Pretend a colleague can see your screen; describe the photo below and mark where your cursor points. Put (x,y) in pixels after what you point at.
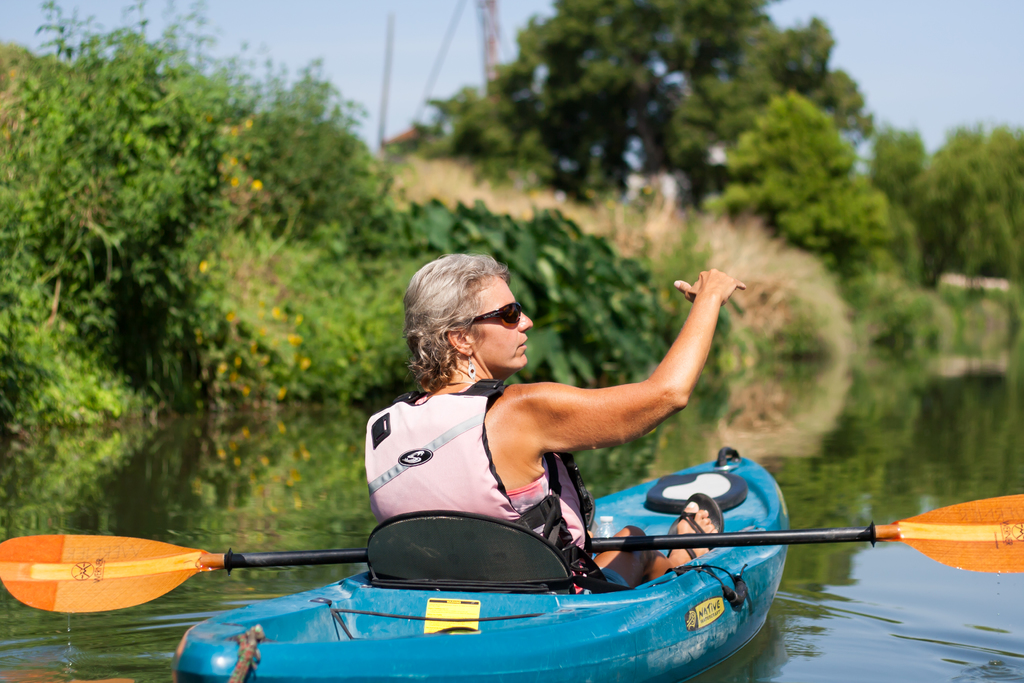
In the center of the image (545,427) we can see a lady (535,496) sitting on the boat (714,656). At the bottom (794,659) there is water (825,550) and we can see a oar (834,541). In the background (339,268) there are trees (615,142), pole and sky (935,34).
